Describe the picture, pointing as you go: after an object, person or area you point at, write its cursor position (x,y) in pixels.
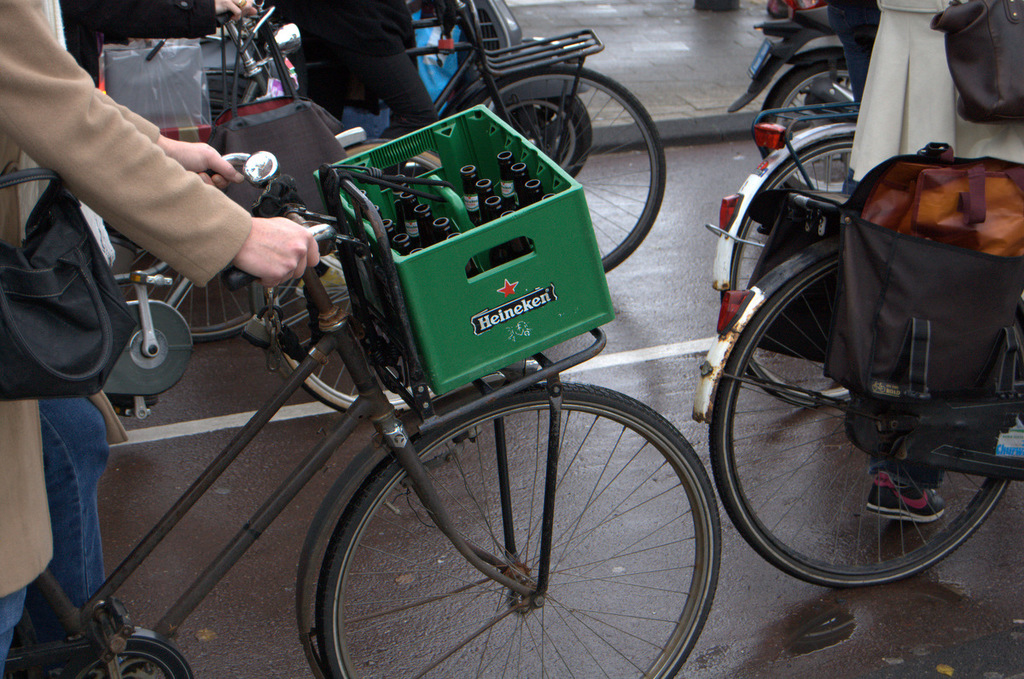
These persons (929,30) are holding bicycle (996,456) and this person (945,50) wear bag (956,57). This is road (655,296).
